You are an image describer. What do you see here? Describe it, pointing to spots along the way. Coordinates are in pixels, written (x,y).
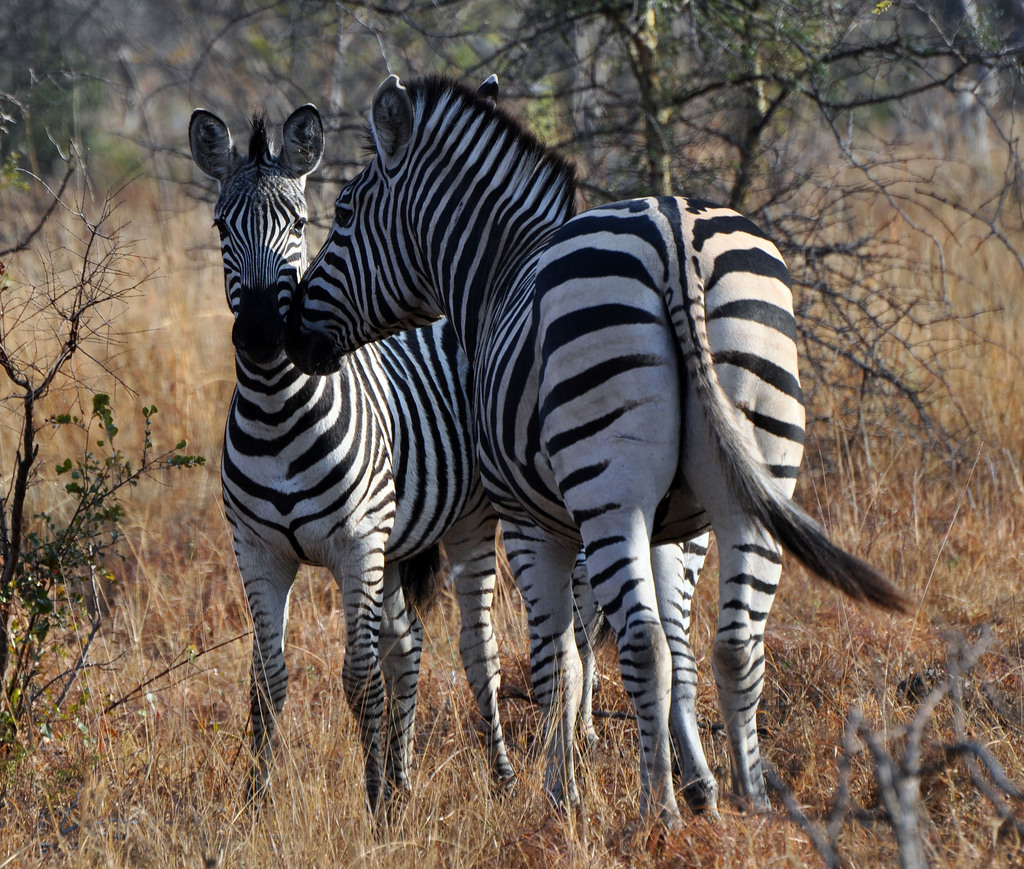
In this picture we can see the branches (153,137), green leaves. We can see the zebras (720,684) and grass (488,764).
